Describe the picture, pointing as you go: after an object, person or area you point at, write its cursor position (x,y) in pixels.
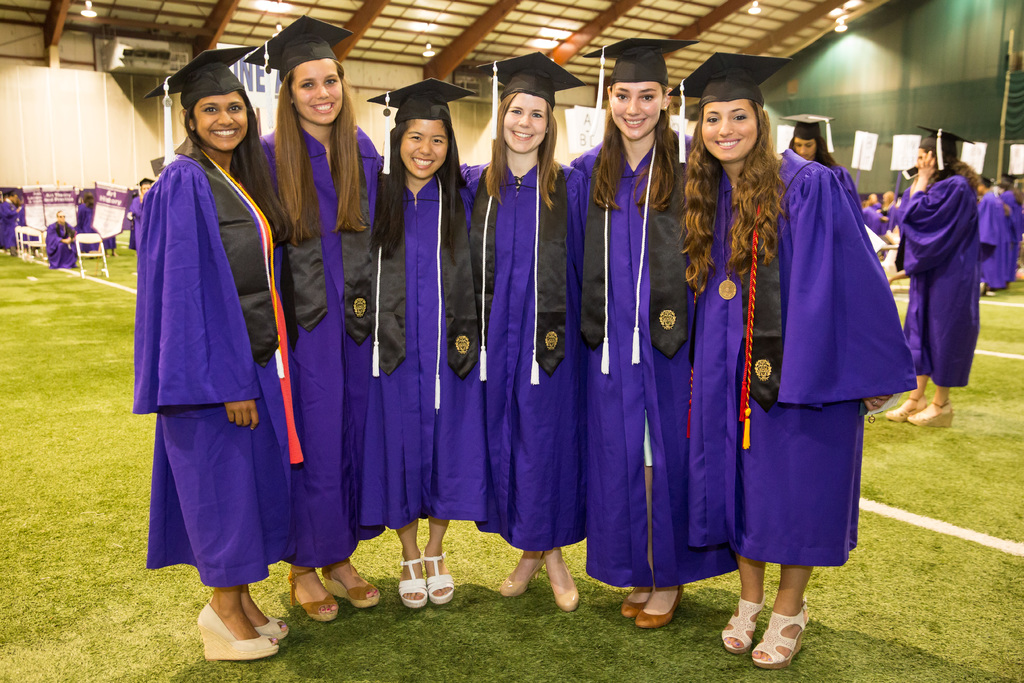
In this image I can see few people (423,343) are standing and wearing the black and purple color dresses (465,333) and also the black color hats (448,106). These people (534,166) are standing on the ground (44,536). In the back (891,250) I can see few more people (1002,262) and I can see the papers (575,151) and the banners (257,106) in the back (245,77).
